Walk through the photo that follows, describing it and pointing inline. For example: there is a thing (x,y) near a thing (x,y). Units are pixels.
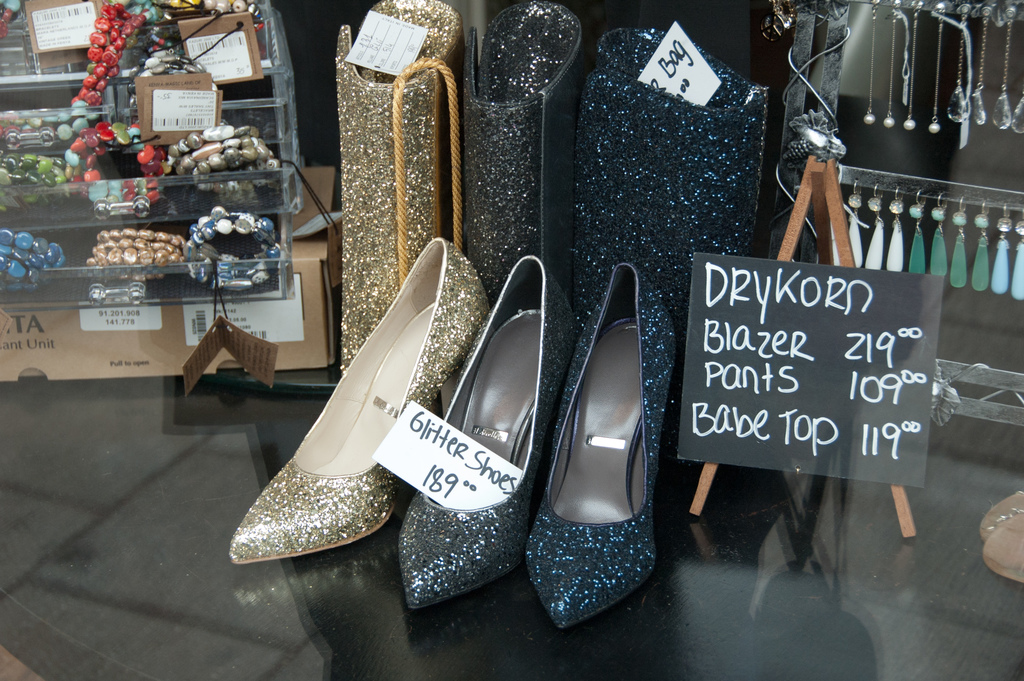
In this image I can see in the middle (608,435) there are shoes (529,460) and there is a price card (449,464). On the right side (893,297) there is a black color board (795,387).
